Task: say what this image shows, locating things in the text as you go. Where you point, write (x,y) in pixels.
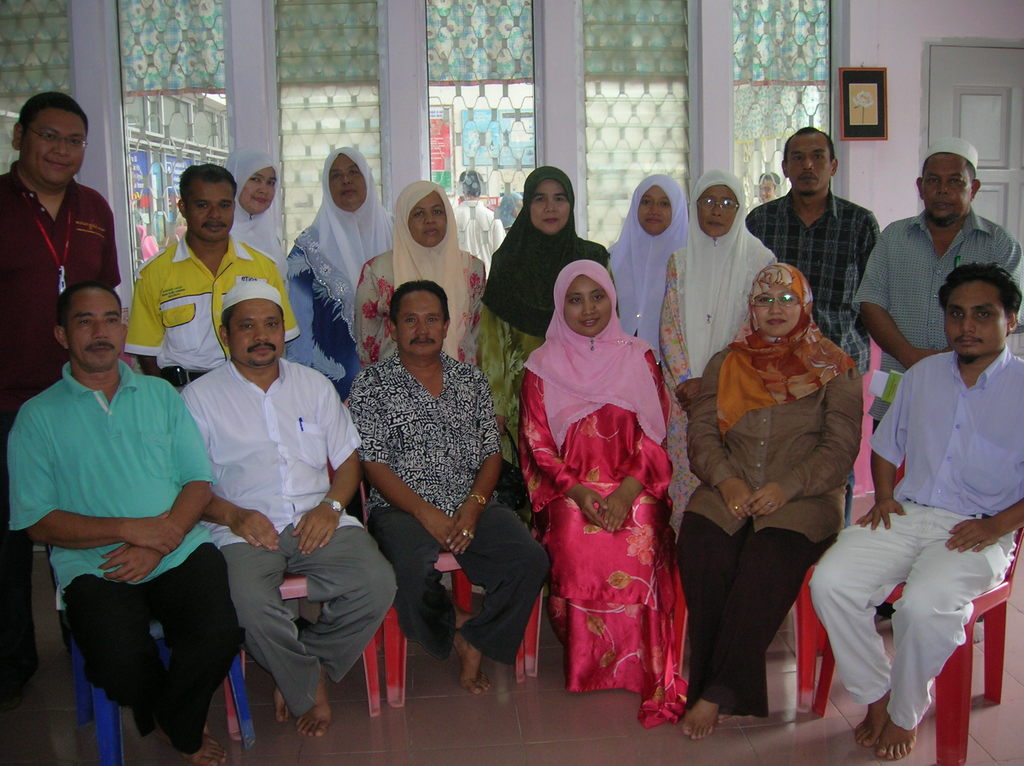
In this image we can see men (940,392) and women (714,205). In the background (562,138), we can see windows (590,113), frame (872,108) and the wall (889,147). It seems like a door (986,127) on the right side of the image (985,144). Behind the windows (298,155), we can see people (481,208) and boards (464,130). In the foreground of the image (402,614), we can see two women (740,488) and four men (306,524) are sitting on the chairs (963,607).
